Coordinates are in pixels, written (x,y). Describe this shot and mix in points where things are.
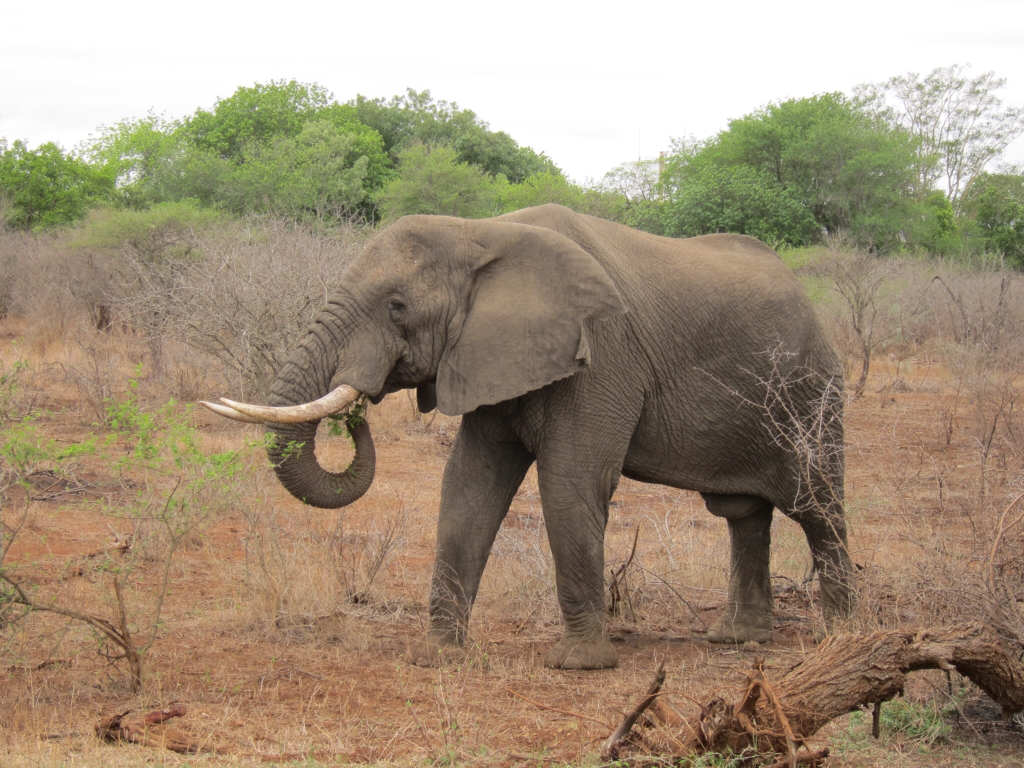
In the picture I can see an elephant (598,516) is standing on the ground (691,512). In the background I can see trees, plants (410,402) and the sky (544,146).
